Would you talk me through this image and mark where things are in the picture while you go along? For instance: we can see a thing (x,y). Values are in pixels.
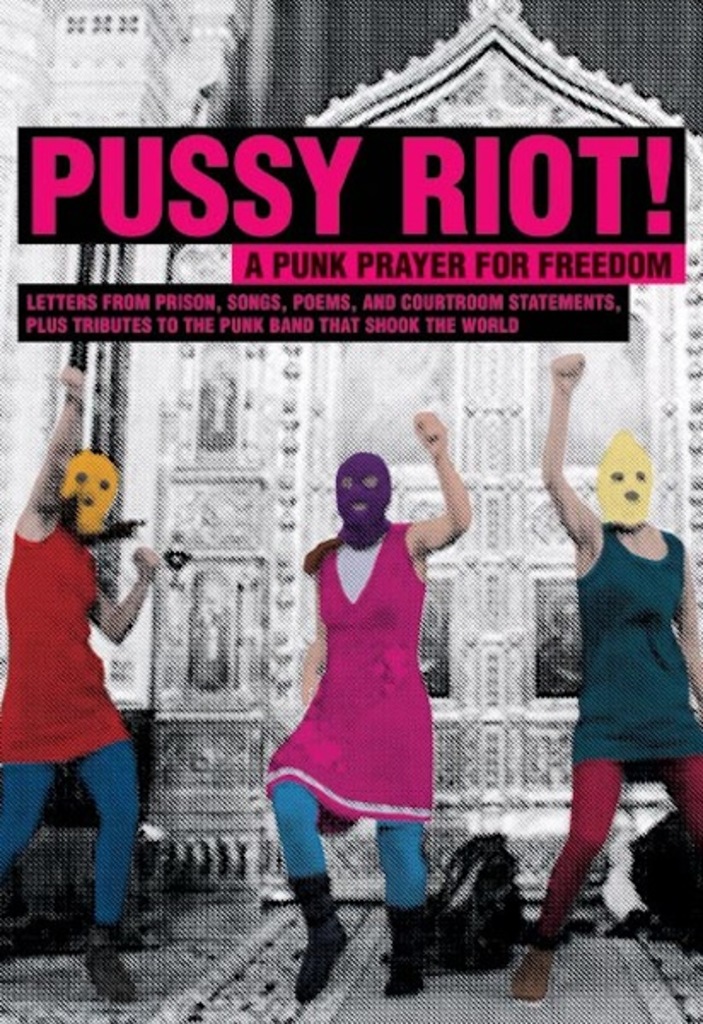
Here in this picture we can see poster (623,294), on which we can see three persons (371,673) standing on the floor (92,988), wearing face masks (354,499) on them and we can see bags (680,864) present over there and behind them we can see building (184,53) present and we can see some text (447,325) written on it over there.
